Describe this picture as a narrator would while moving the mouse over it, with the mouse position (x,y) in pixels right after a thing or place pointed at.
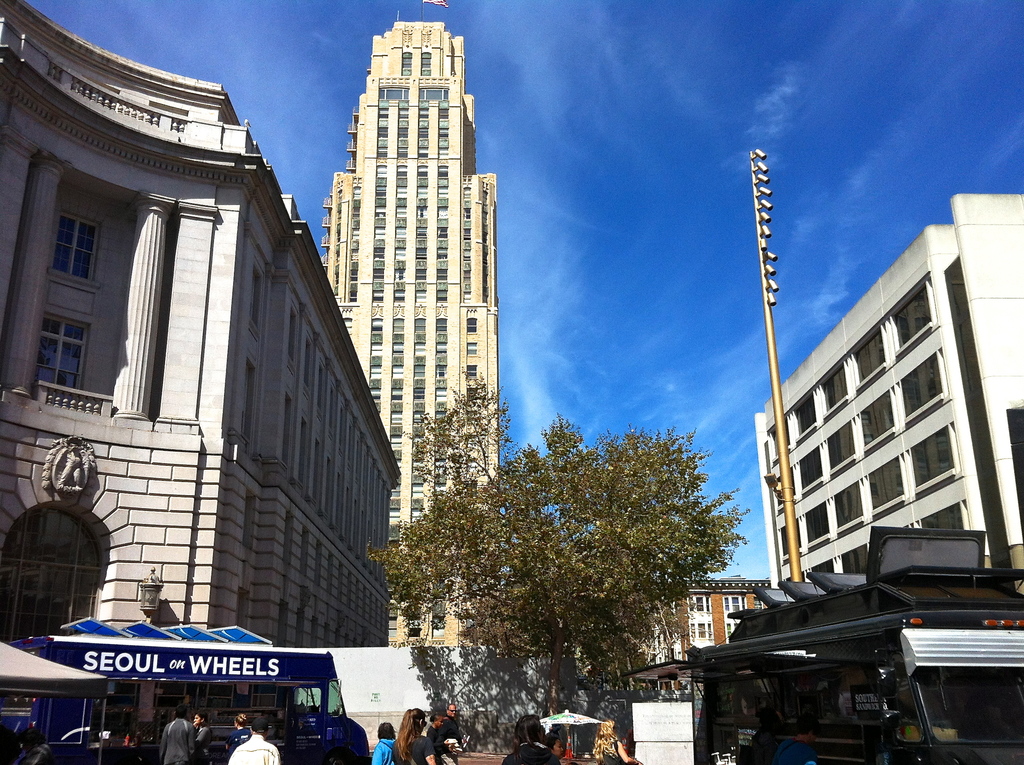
In the picture we can see some persons (791,757) walking, there are some vehicles (47,654), trees (490,632) and in the background of the picture (665,134) there are some buildings (11,580) and clear sky (609,162).
